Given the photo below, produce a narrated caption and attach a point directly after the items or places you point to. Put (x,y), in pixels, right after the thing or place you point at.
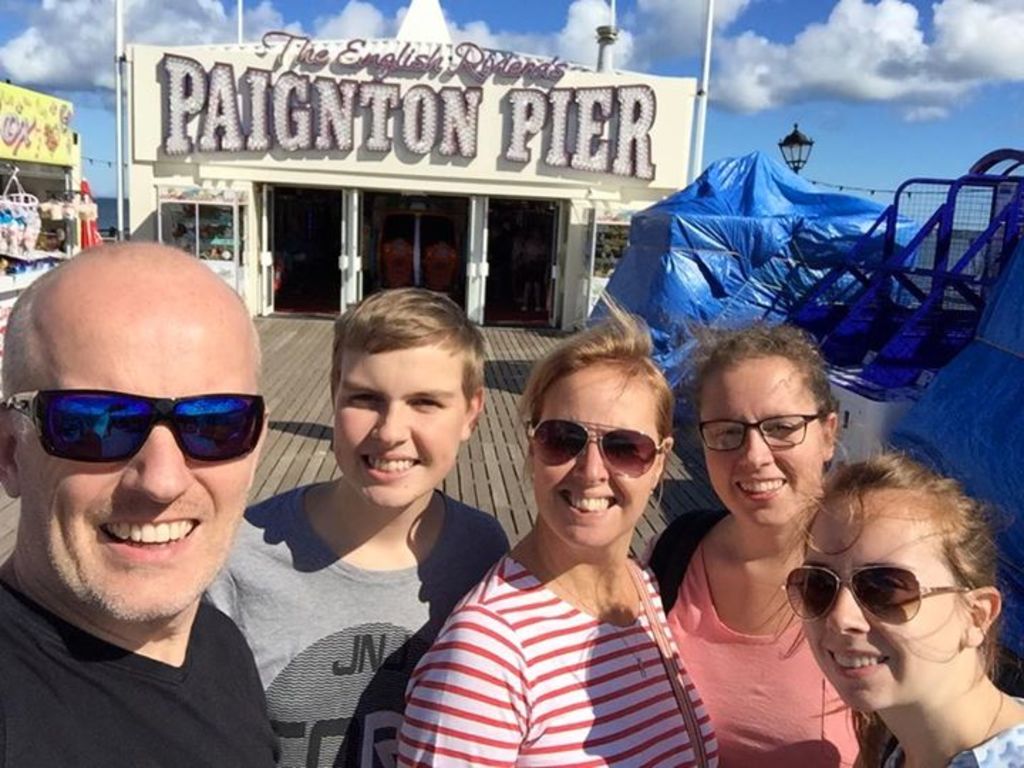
As we can see in the image in the front (239,551) there are group of people (648,468) standing. There are buildings (212,173), cover (709,209), street lamp (793,170), sky (799,116) and clouds (890,86).
